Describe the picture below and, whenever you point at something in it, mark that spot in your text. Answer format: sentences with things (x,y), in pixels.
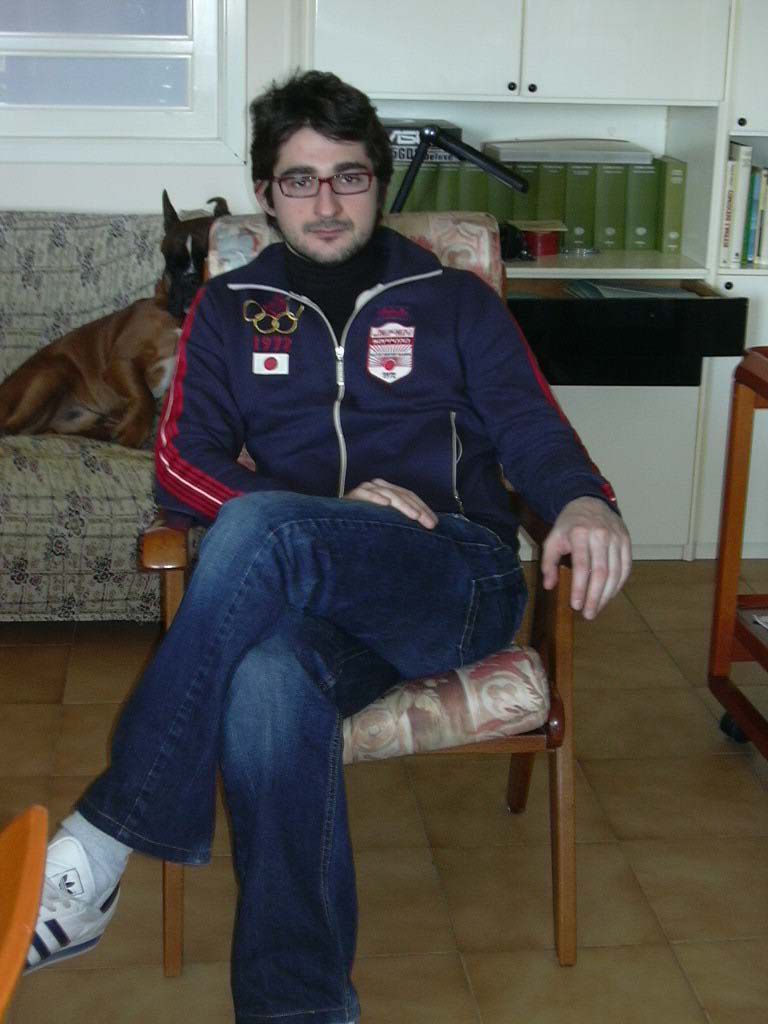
There is a man (326,875) sitting on the chair (524,801) and he has spectacles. This is floor (637,993). There is a dog (193,232) on the sofa (114,257). In the background (444,48) we can see cupboards (753,128), books (568,198), and a window (125,77).
